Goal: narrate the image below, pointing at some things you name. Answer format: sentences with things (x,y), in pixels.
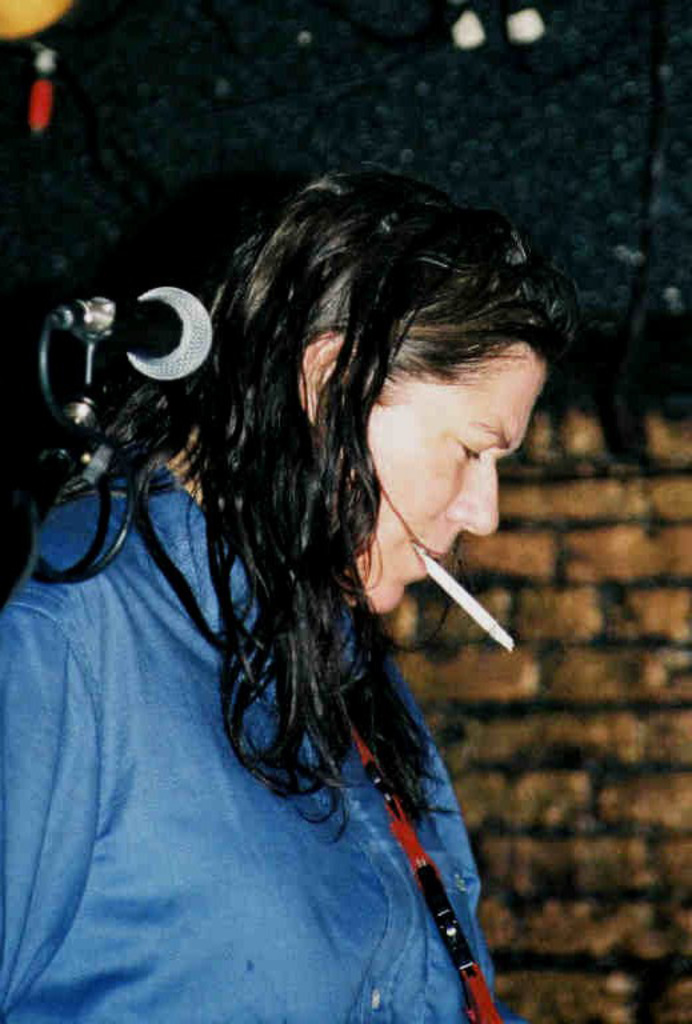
In the image we can see a person (268,709) wearing clothes (218,797) and holding an object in the mouth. Here we can see the microphone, cable wire (79,566) and the background (422,89) is slightly blurred.
